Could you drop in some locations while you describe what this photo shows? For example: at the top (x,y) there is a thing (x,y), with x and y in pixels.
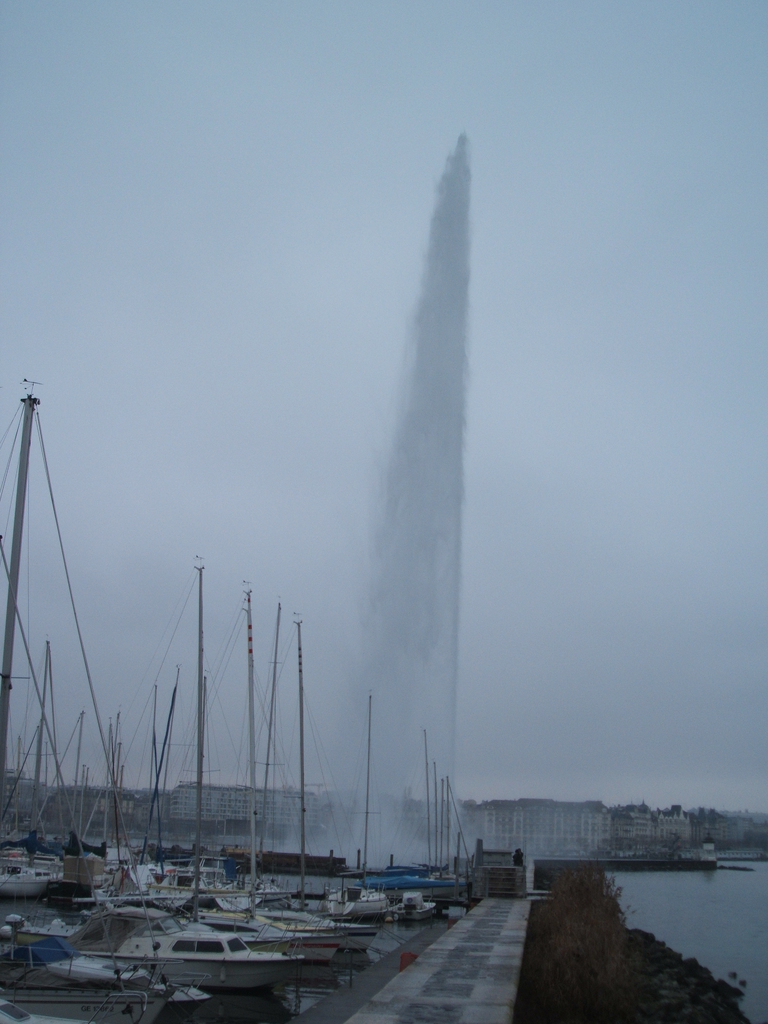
In this image we can see a group of boats (151,962) with poles (370,721) and wires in a large water body (260,1019). We can also see a pathway (503,957), stones (689,995) and some plants (533,965). On the backside (506,645) we can see a group of buildings (620,838) and the sky (621,774) which looks cloudy.
